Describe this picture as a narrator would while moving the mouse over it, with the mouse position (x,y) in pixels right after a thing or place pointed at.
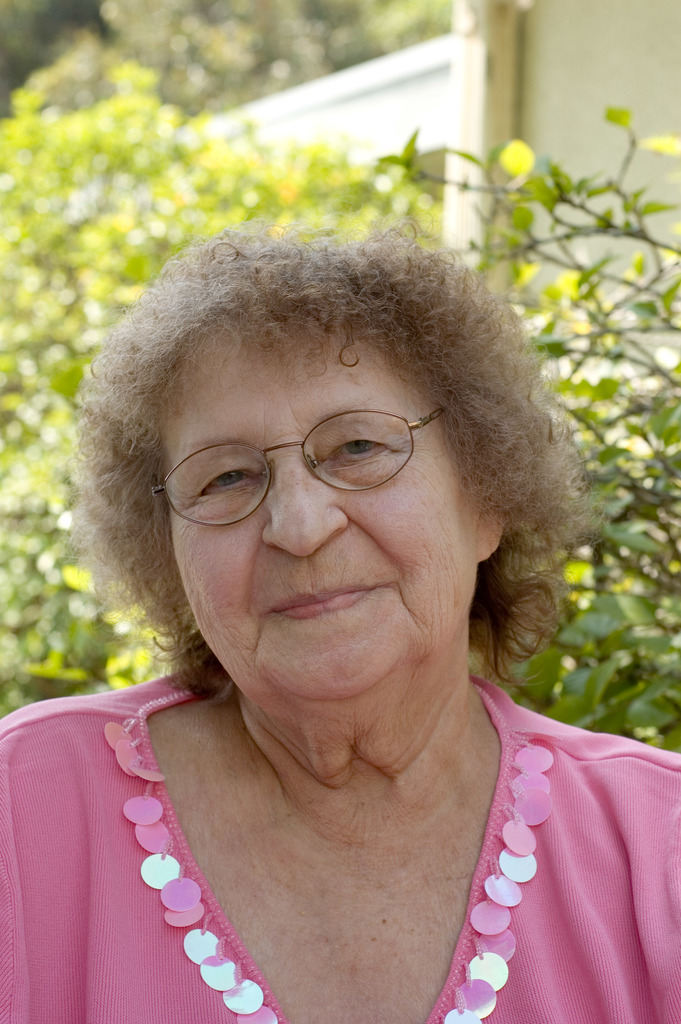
In this image we can see a woman (263,632) wearing a spectacle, behind her we can see some trees (233,210) and the wall (453,94).
